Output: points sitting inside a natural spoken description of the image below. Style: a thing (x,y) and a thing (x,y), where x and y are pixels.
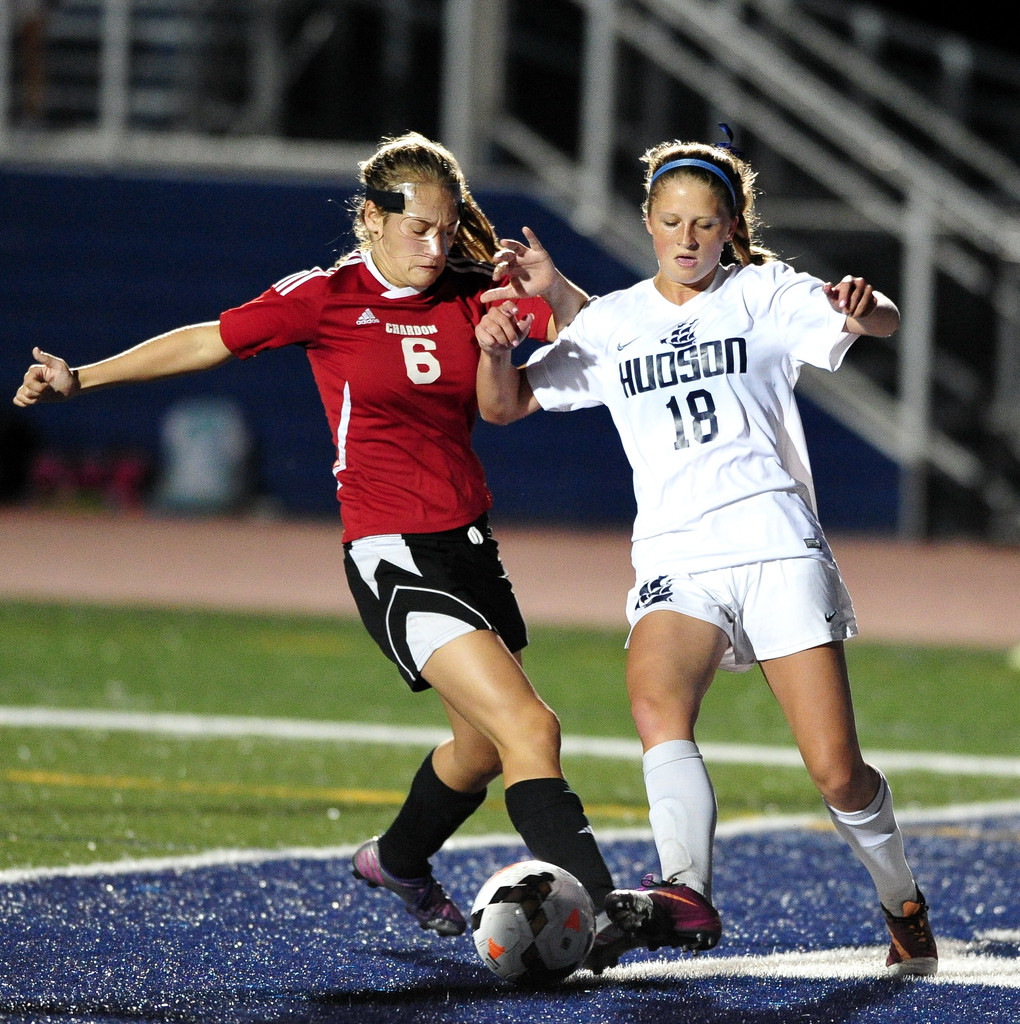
There are two persons (468,375) playing football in the ground (497,802). This is grass (131,725) and there is a wall (138,232).
